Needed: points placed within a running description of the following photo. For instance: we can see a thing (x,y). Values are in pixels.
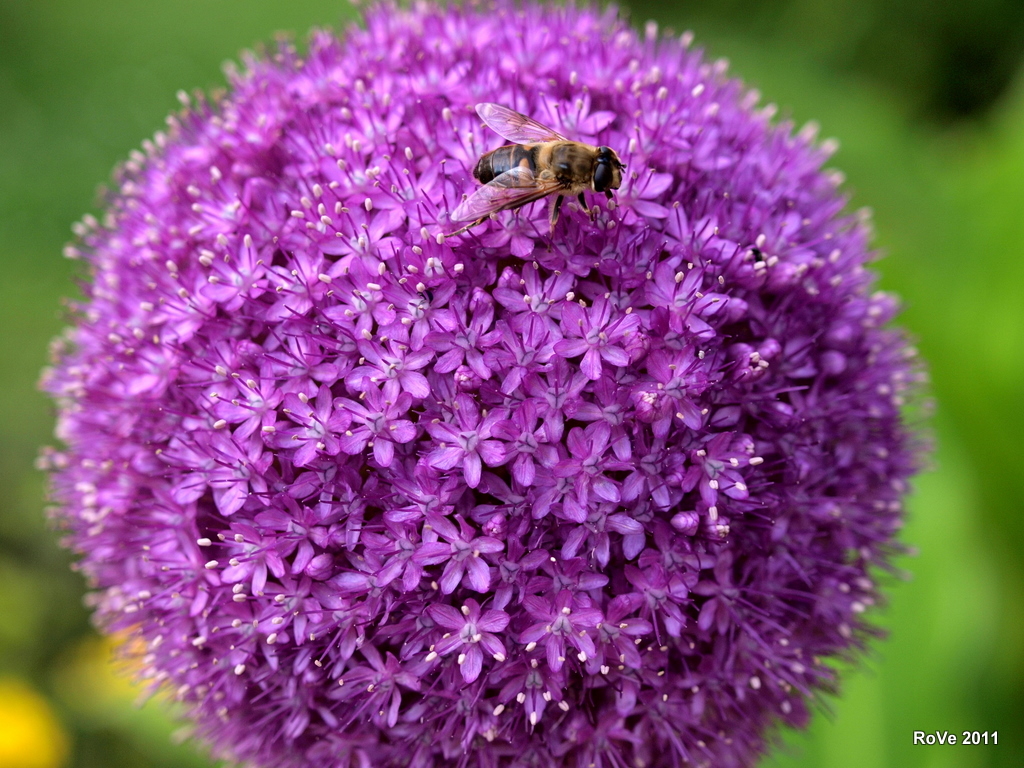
In this image there is a bee (557,168) on the flower (401,503).
